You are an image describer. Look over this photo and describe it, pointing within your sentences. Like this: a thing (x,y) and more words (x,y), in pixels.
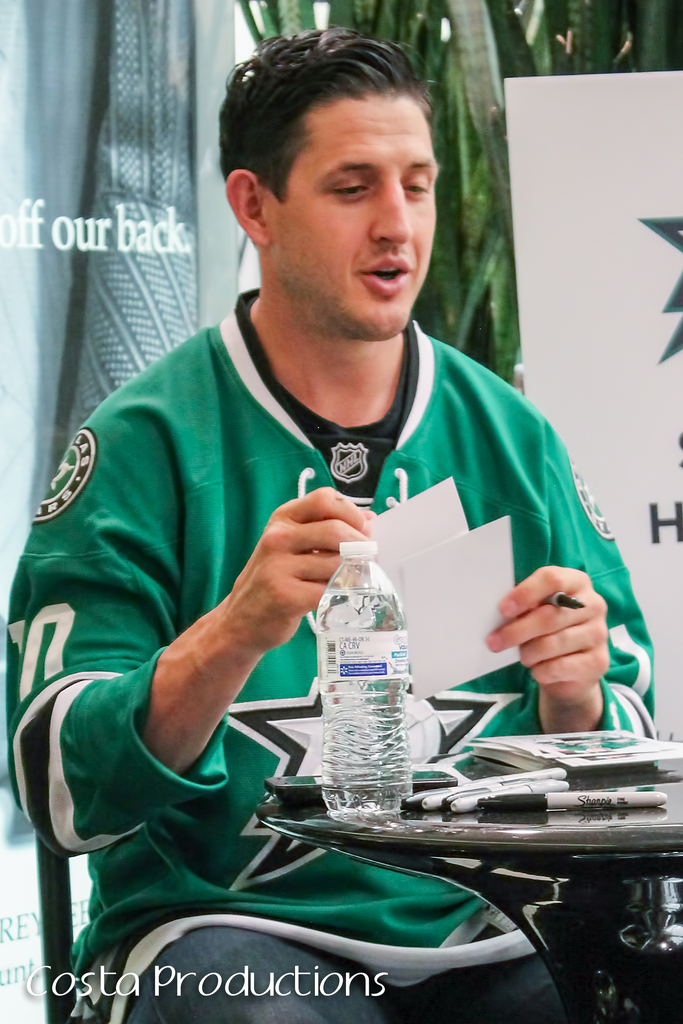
In this image, a man (387,437) is holding a card (451,563) and pen (558,598). He is talking. In-front of him, there is a table (581,838), few items (399,740) are placed on it. He sat on a chair (61,922). And background (564,244), we can see some board (564,308), banner (142,291) and tree (475,193).
